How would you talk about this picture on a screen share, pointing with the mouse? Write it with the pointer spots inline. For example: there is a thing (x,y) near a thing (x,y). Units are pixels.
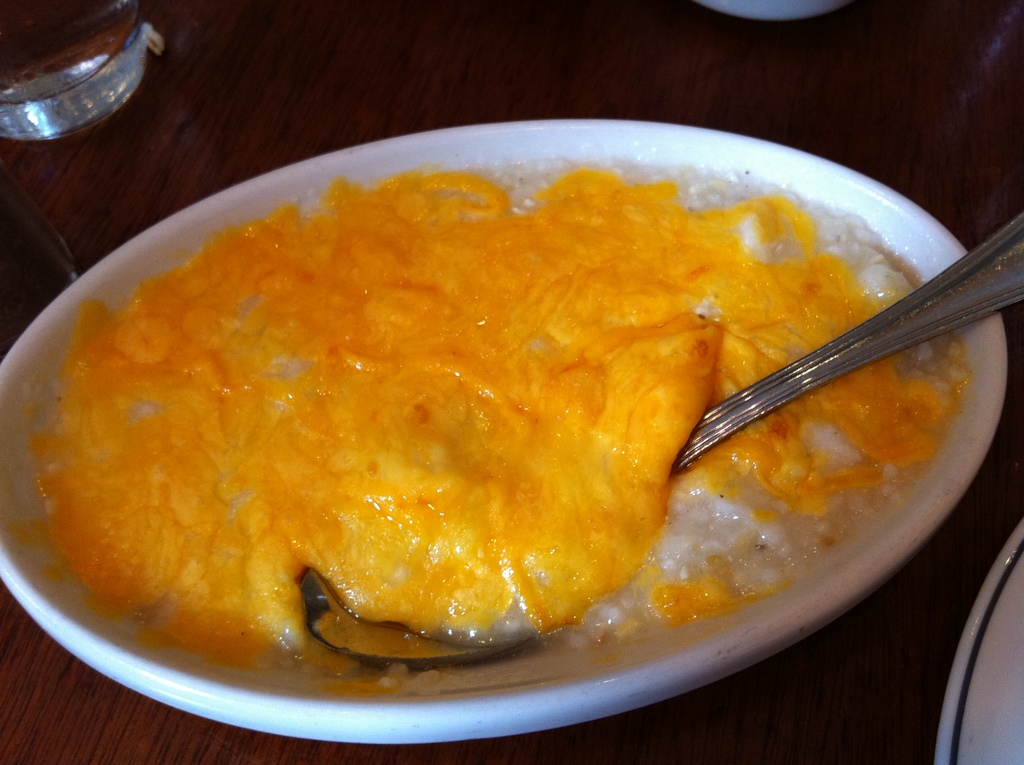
In this image, we can see a bowl (795,166) on the wooden surface (189,718). This bowl (649,128) contains spoon (815,361) and some food (613,429). There is a glass (120,71) in the top left of the image (58,80).
